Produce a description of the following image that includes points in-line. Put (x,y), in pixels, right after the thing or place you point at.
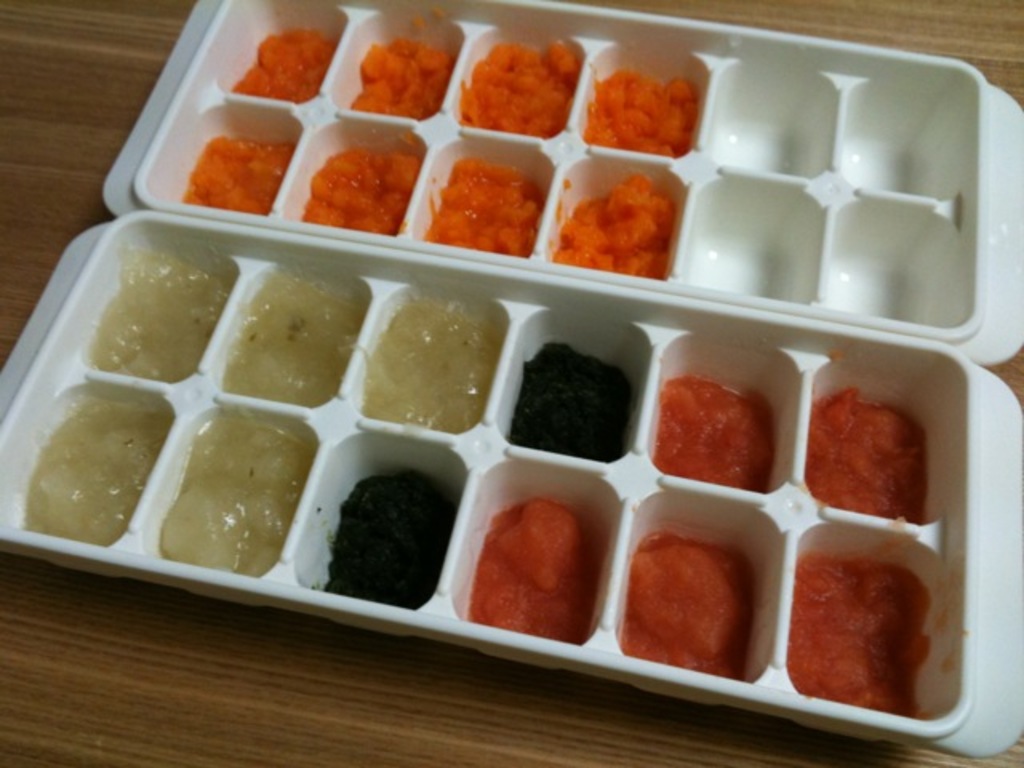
In this image we can see food item (684,87) in the trays (548,221), which are on the wooden surface (54,36).
